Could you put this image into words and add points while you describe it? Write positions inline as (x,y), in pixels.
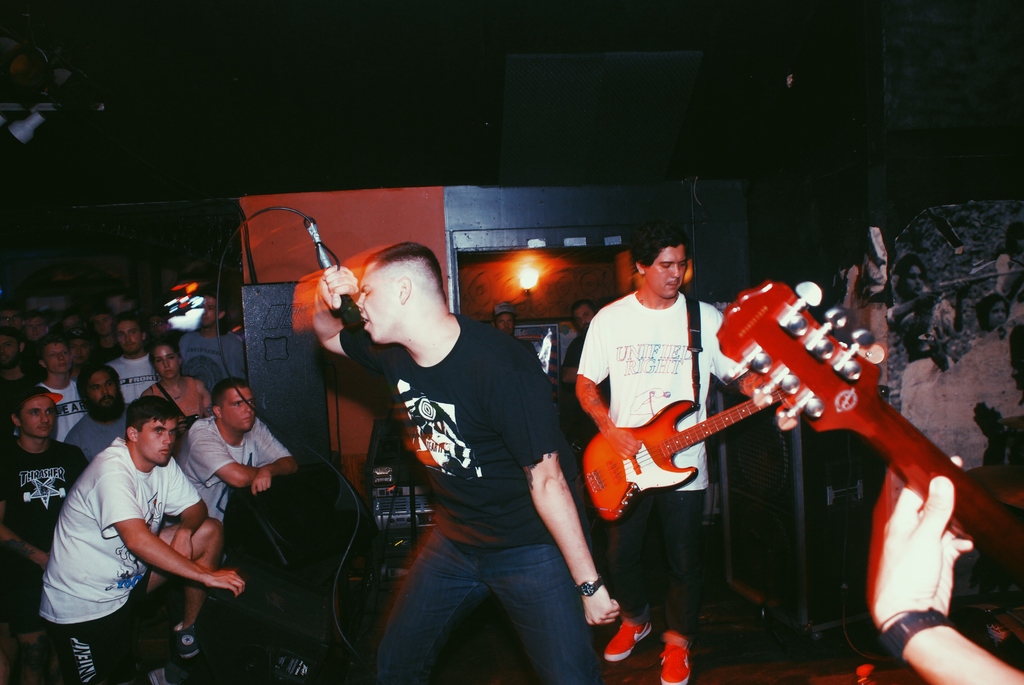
In the middle of the image (451,454) I can see a man (492,482) standing and singing a song. He's holding a mike (352,315) in his right hand (336,299). At the back of this person (549,426) there is another man (636,412) standing and playing the guitar (618,473). In the background (167,487) I can see few people (98,433) are standing and looking at these persons (478,411).
